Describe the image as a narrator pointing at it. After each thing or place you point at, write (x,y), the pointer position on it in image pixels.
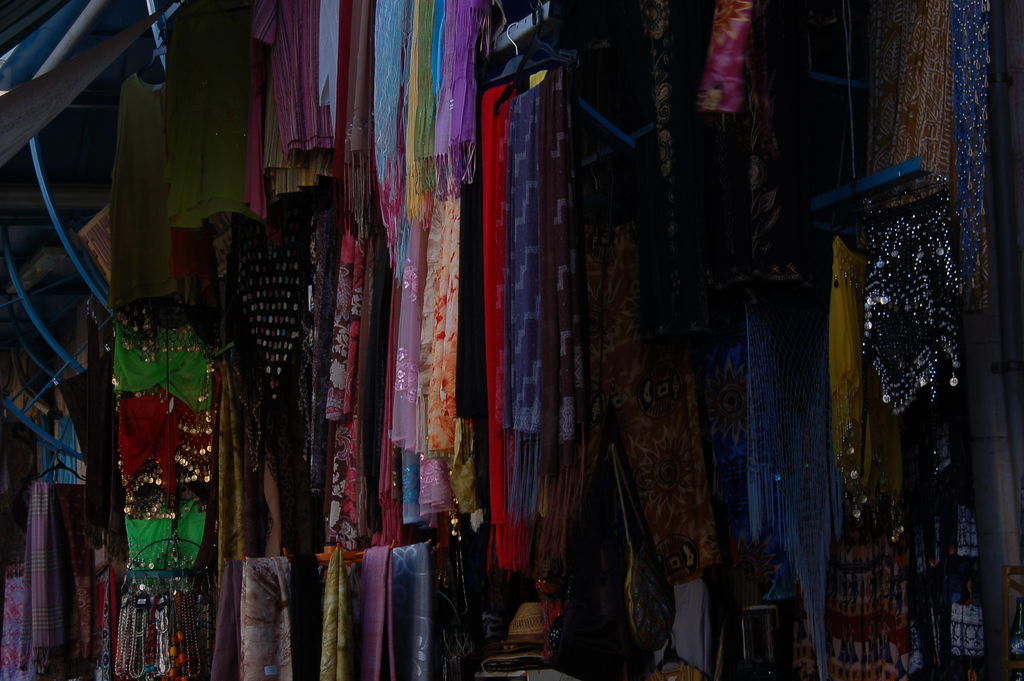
In the image we can see some clothes (179,60).
